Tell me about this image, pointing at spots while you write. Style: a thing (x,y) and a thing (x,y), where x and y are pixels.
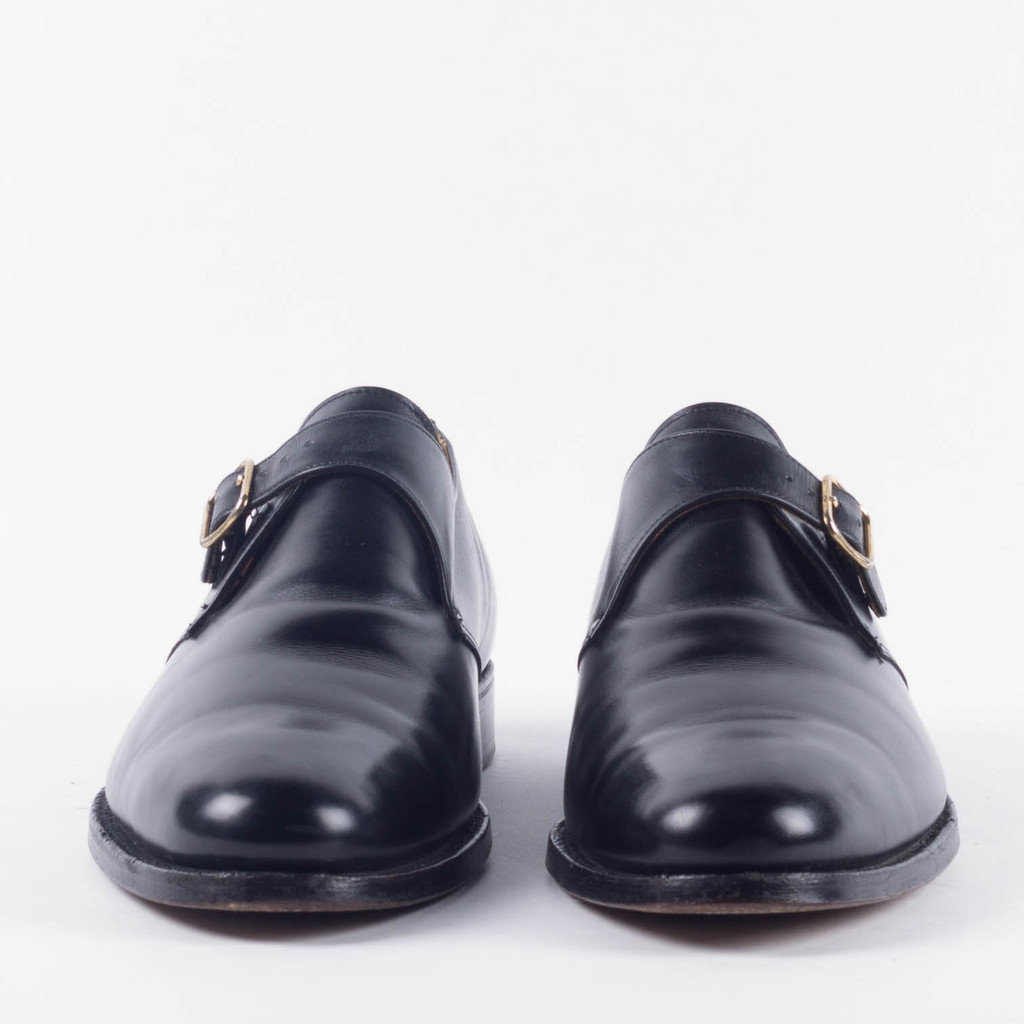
Here in this picture we can see black colored shoes (451,643) present on the floor (101,899).
